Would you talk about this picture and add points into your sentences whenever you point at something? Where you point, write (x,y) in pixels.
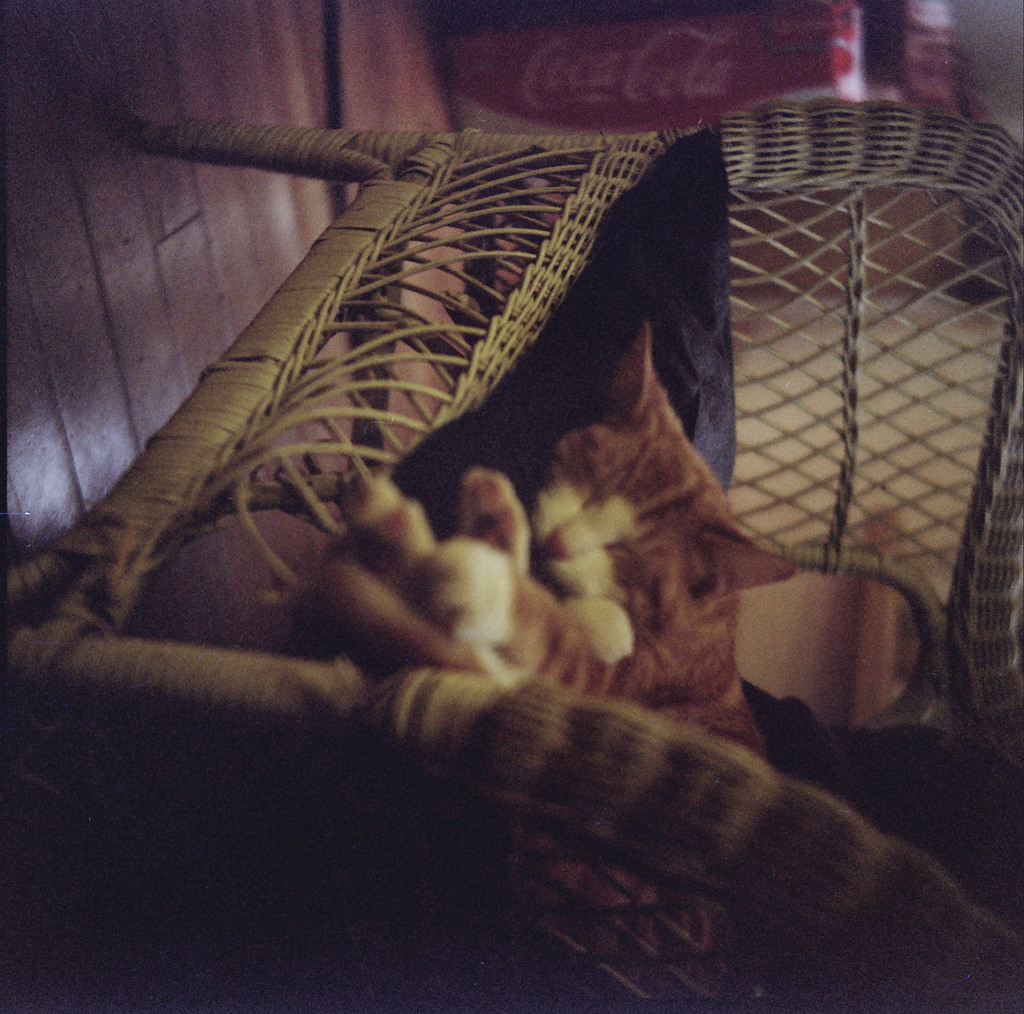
A cat (747,575) is sleeping, it is in brown color in the sofa chair (500,333).
